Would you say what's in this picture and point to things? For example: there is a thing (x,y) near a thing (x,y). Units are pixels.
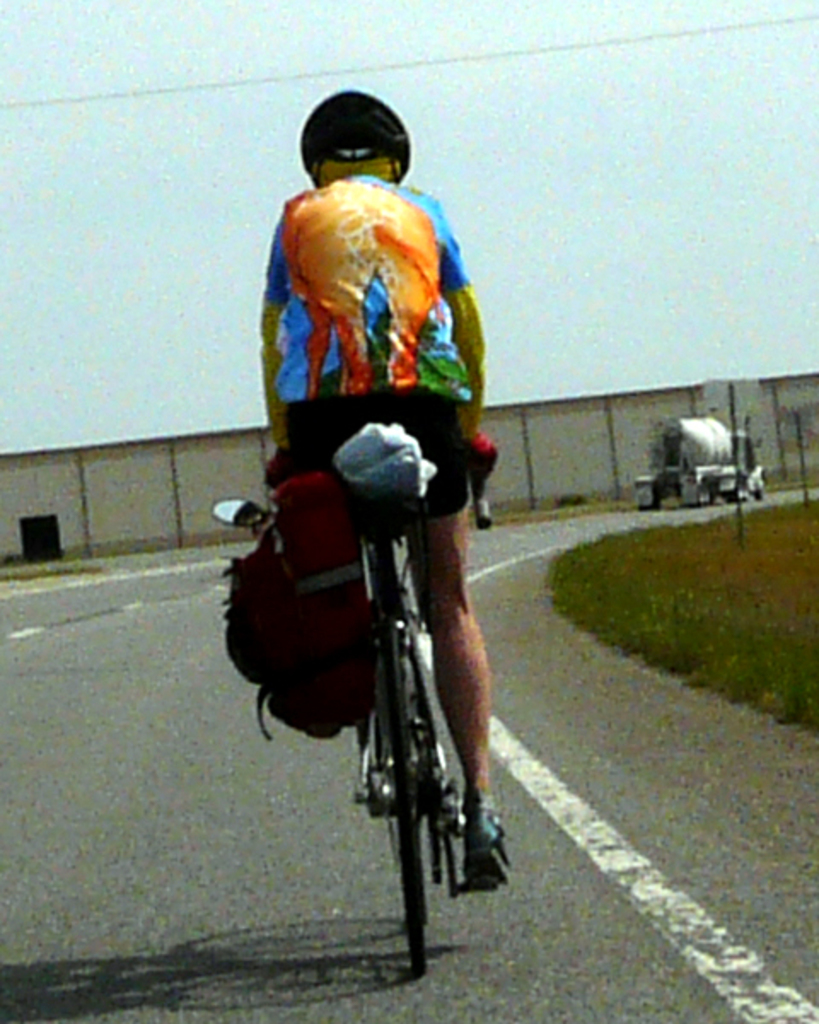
In this image in the center (302,436) there is one person (347,344) sitting on a cycle (379,527) and on the cycle (389,619) there are some bags (263,641), and in the background (698,449) there is a vehicle (674,468), wall (709,412) and at the bottom (205,898) there is road (608,523). And on the right side (623,574) there is grass (669,533), at the top (459,148) there is sky (459,216) and wires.
